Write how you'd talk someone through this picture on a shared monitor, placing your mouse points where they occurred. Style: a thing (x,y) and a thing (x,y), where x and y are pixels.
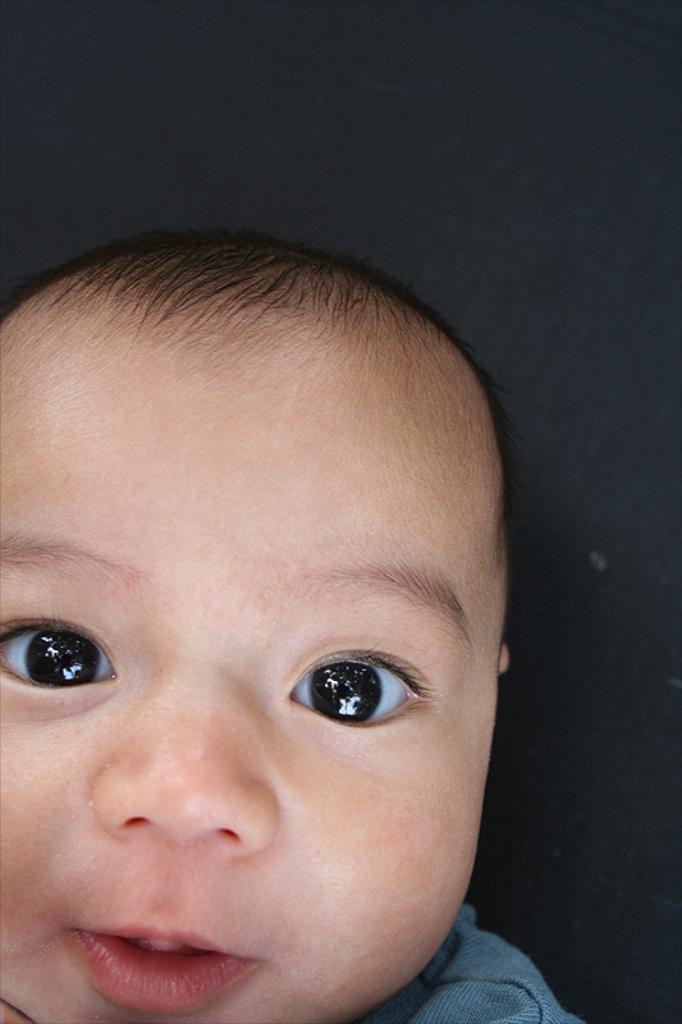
This picture shows a baby (441,564) and we see a black color background (541,200).
